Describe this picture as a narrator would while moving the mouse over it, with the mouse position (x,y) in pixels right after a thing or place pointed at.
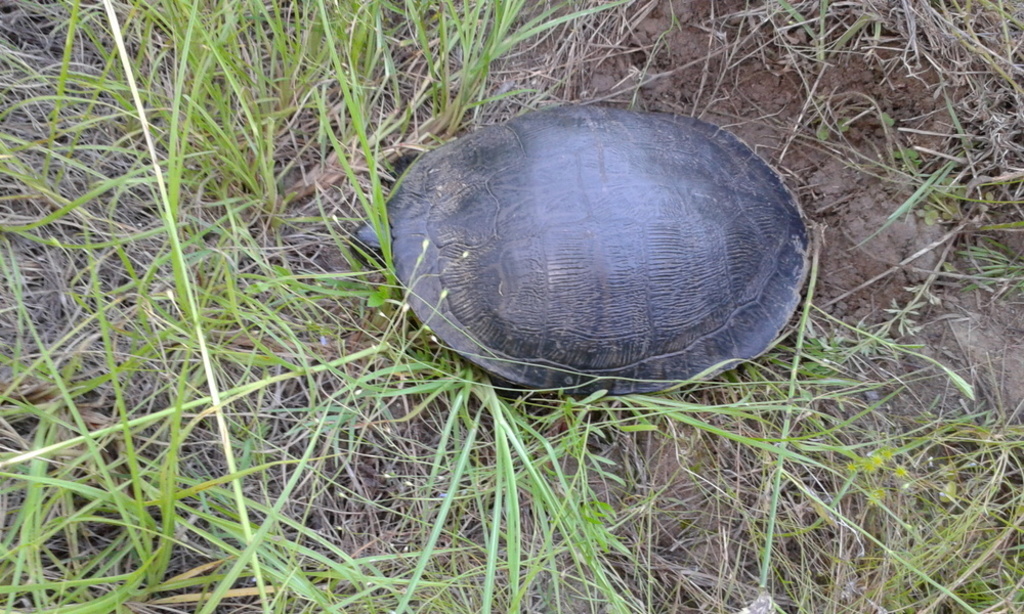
In this image we can see a tortoise (459,292) on the grassy land (945,442).
